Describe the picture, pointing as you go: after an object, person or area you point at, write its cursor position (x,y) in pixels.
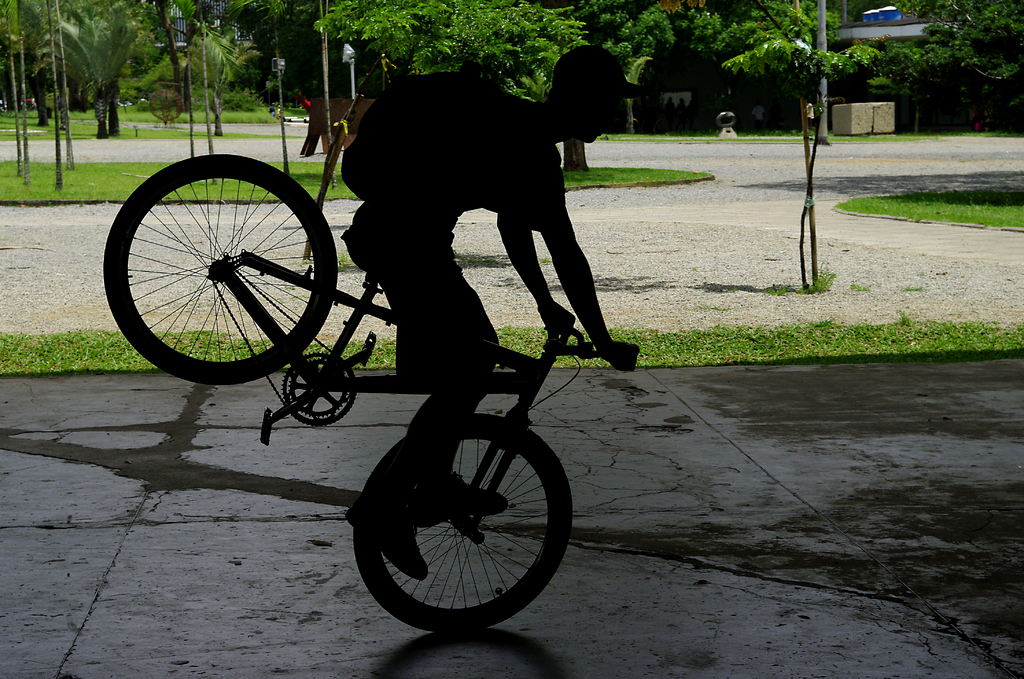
In this image I can see a person (386,225) riding the bicycle (350,365). In the background (488,39) there are trees (481,49).
